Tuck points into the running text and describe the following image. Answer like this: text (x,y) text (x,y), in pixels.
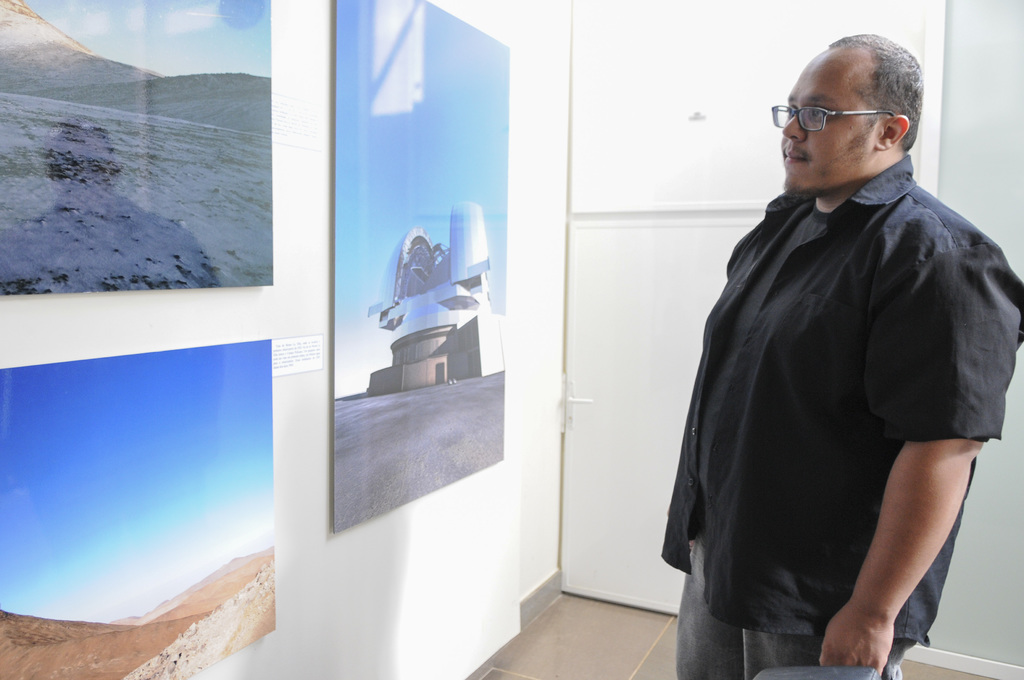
In this image we can see a person (833,359) standing and wearing the spectacles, there are some photo frames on the wall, also we can see the door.
